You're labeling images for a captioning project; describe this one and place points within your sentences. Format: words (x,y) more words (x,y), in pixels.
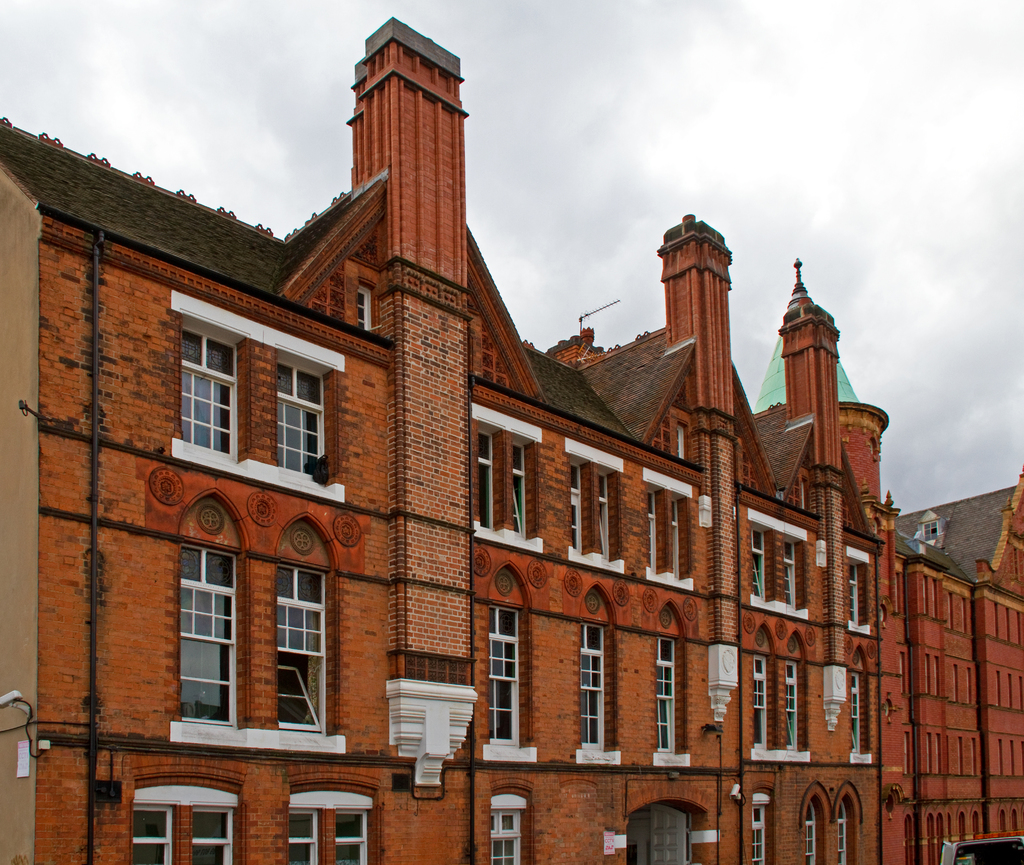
In the center of the image (435,306) there is building (480,803) with windows (665,692). At the top of the image (658,126) there is sky (655,99).
